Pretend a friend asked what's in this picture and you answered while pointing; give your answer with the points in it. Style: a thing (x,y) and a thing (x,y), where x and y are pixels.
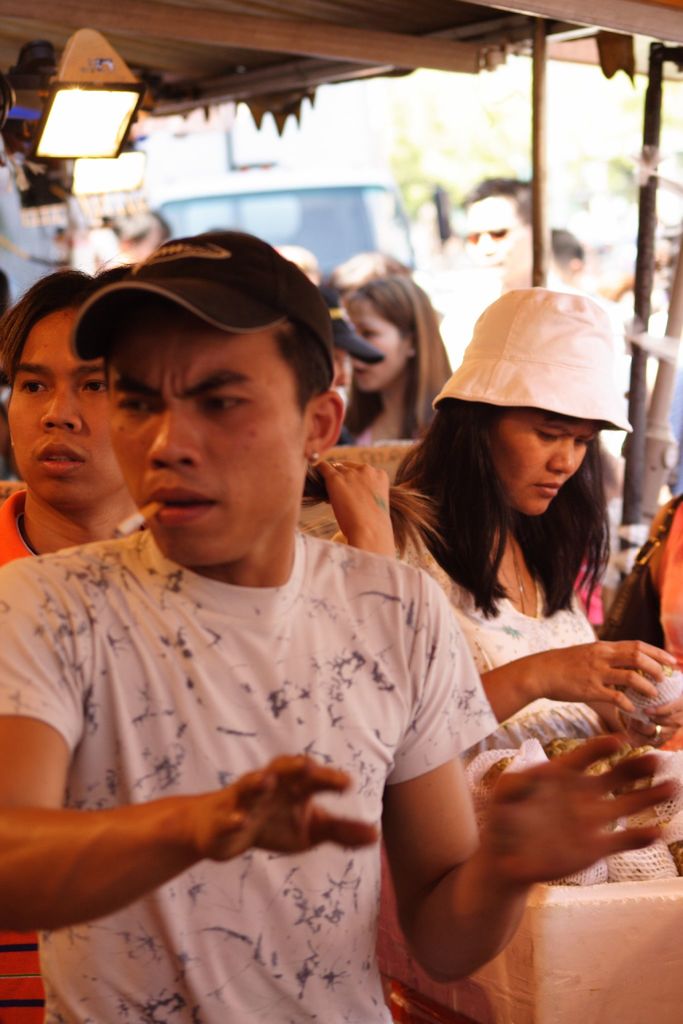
Background (223,187) portion of the picture is blurry and we can see a vehicle (322,174). In this picture we can see poles (646,188), people (541,618) and few objects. We can see a man (228,287) wearing a cap (268,312) and we can see a cigarette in his mouth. We can see a woman (531,490) wearing a cap (594,362) and she is holding an object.
